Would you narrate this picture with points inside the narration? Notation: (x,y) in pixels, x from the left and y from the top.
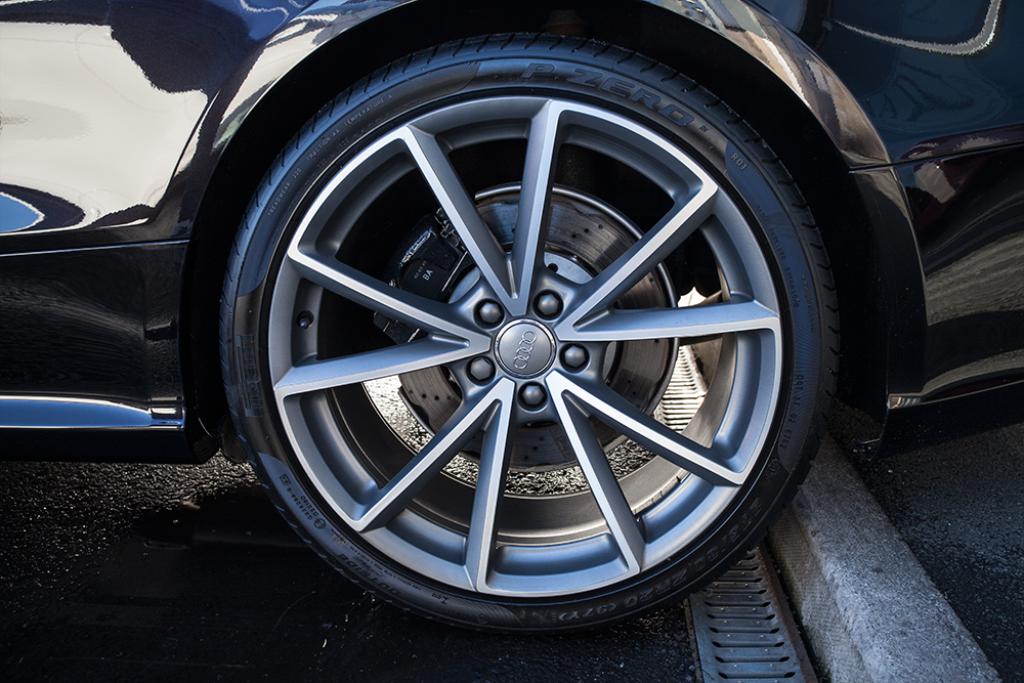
In this picture I can see the black color car (192,189). In the center (359,334) I can see the car's wheel (771,358). At the bottom (270,673) I can see the road (364,675).
